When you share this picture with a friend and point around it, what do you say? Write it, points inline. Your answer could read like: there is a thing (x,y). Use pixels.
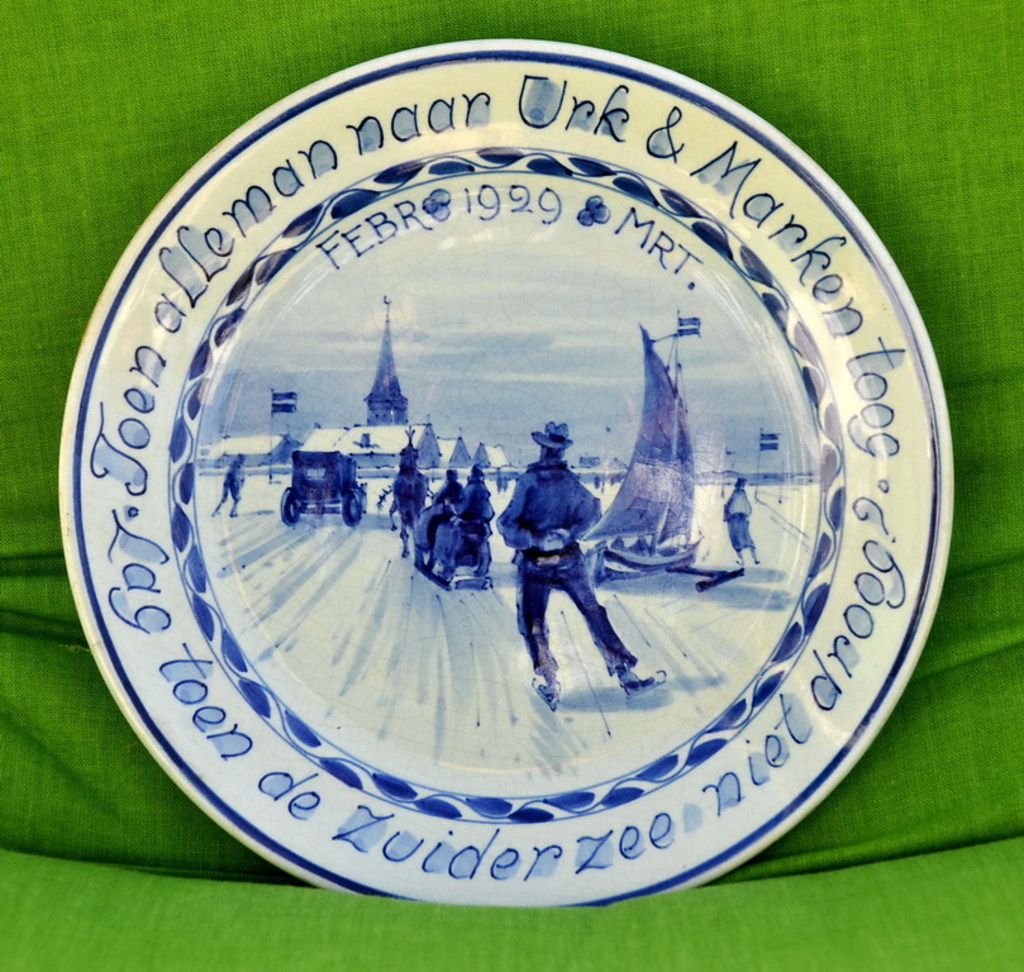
In this picture there is a plate (898,302) on the couch (827,902). On the plate (647,290) we can see the design (579,509) of a person (519,477), car (328,456), chariot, flags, buildings (251,459), boat (666,565), sky (603,329) and clouds (559,315).
